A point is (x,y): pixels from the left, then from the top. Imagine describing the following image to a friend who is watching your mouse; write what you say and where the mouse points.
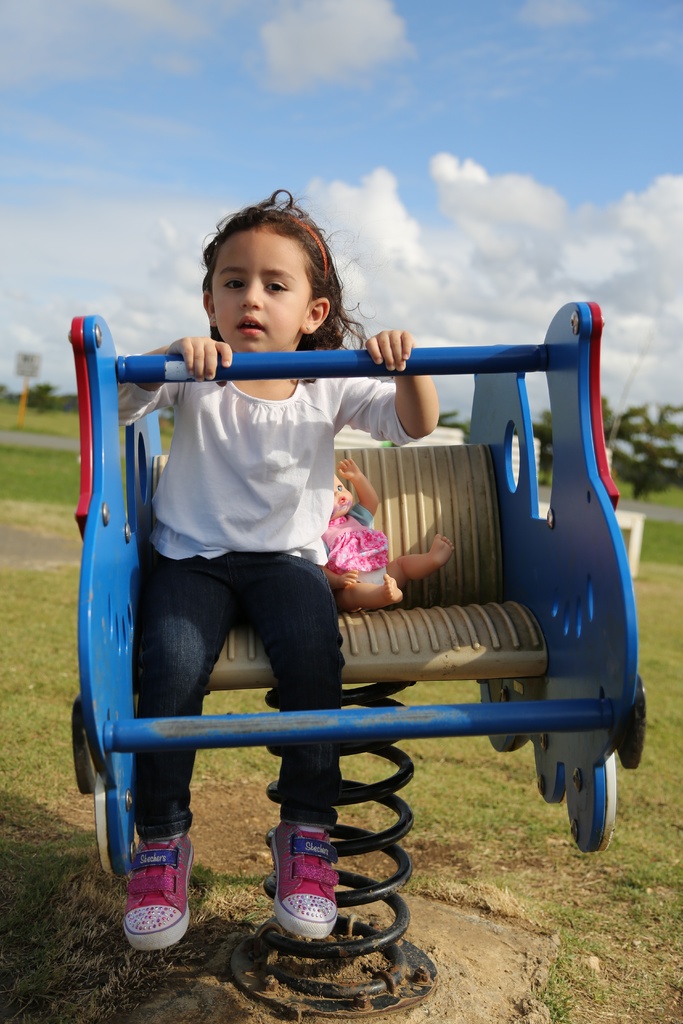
In the image I can see a girl (266,508) is sitting on an object (134,565). The girl (274,498) is wearing white color top (257,471), jeans (275,571) and shoes (287,859). In the background (632,465) I can see trees (632,450), the grass (21,636) and the sky (213,207).
